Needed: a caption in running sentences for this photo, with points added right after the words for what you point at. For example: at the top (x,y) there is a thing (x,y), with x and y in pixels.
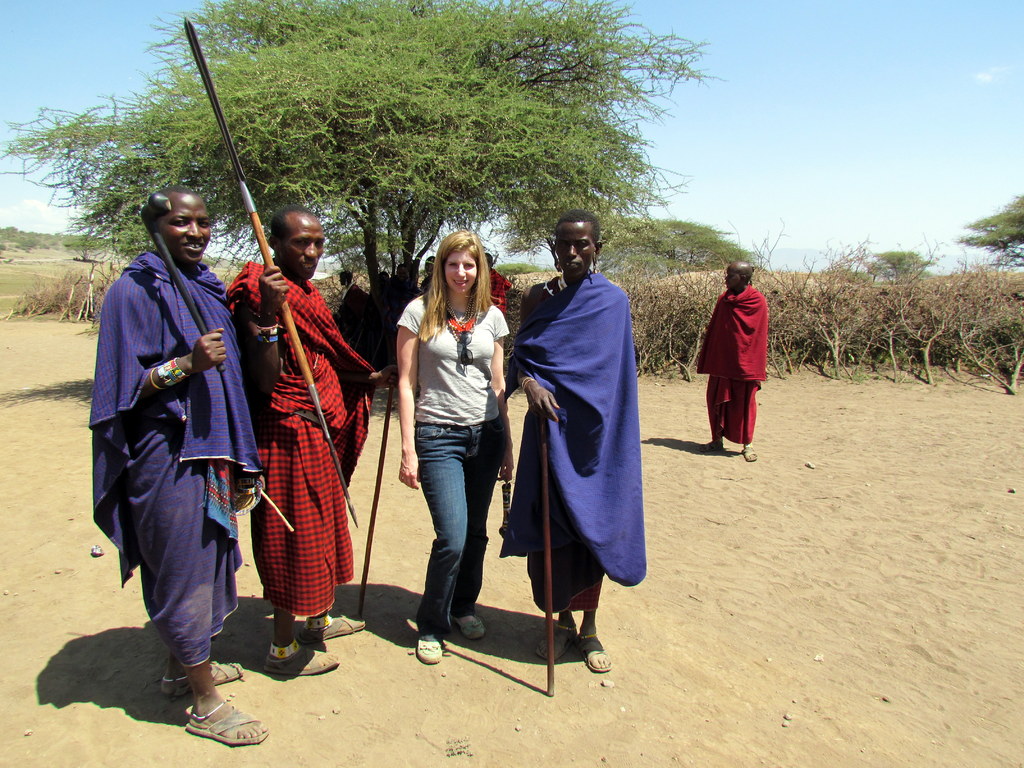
In the center of the image (445,427) we can see four people (363,422) are standing and they are smiling and we can see they are in different costumes (315,425). In the background (271,49) we can see the sky (794,144), trees (416,86), grass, and, few people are standing and a few other objects (927,330).
